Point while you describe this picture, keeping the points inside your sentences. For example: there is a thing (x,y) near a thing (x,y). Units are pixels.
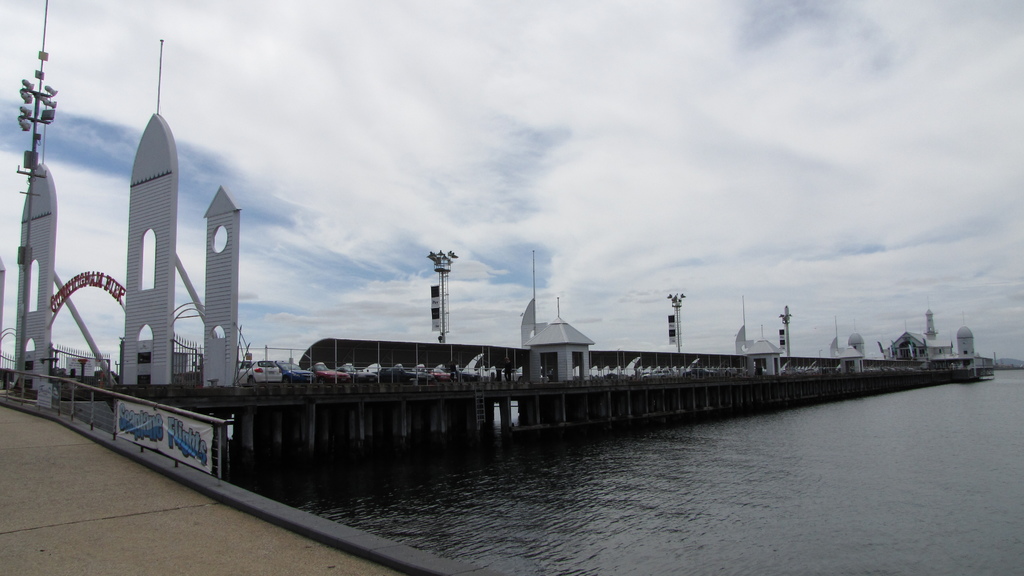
In this picture there are cars (348,365) on the bridge (325,393) in the center of the image (607,376) and there is water (496,444) at the bottom side of the image (618,477), there are towers (524,327) on the bridge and there is a dock (129,527) in the bottom left side of the image (148,528).
